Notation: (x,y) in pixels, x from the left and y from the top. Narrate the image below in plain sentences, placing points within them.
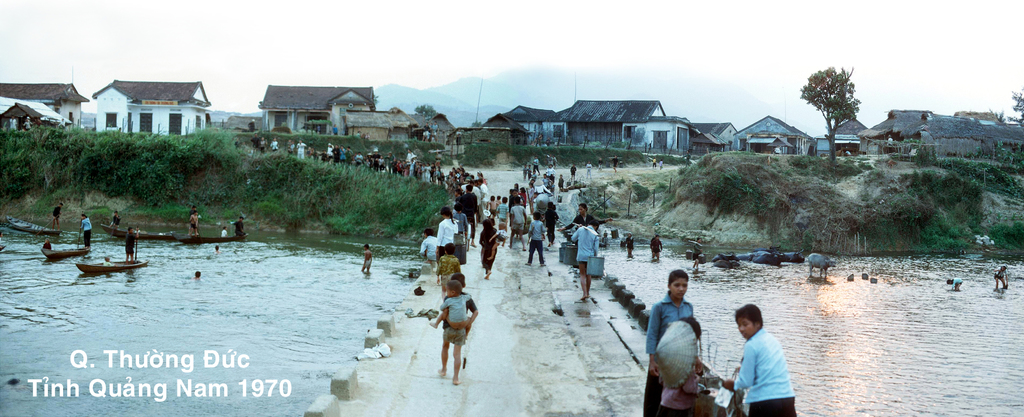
In the foreground of the picture (135,252) we can see people (465,301), kids (456,309), bridge (541,312), boats (64,256), buffaloes (828,262), text (244,388) and a water body (258,345). In the middle of the picture (520,164) there are houses (355,115), grass (334,165), soil (659,168), trees (836,127), hills (489,101) and various objects (470,140). At the top (495,30) there is sky (411,28).
